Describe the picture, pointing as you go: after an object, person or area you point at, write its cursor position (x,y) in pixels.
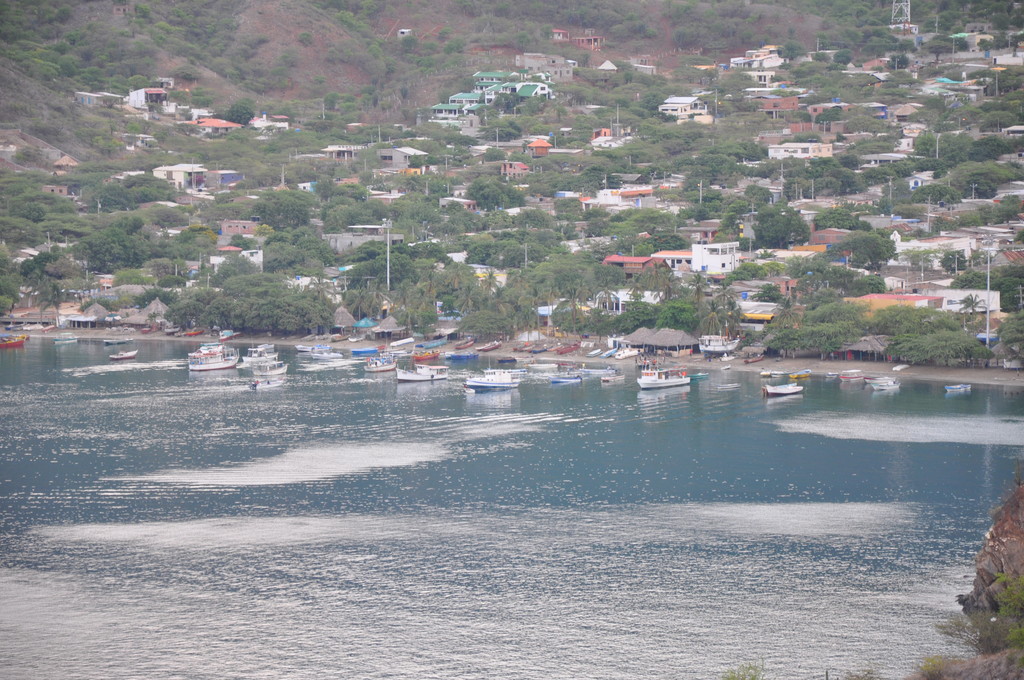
In this image I can see few boats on the water (296,371), background (682,255) I can see the trees (374,81) in green color, few buildings (655,252) in white, cream and green color and I can also see few poles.
